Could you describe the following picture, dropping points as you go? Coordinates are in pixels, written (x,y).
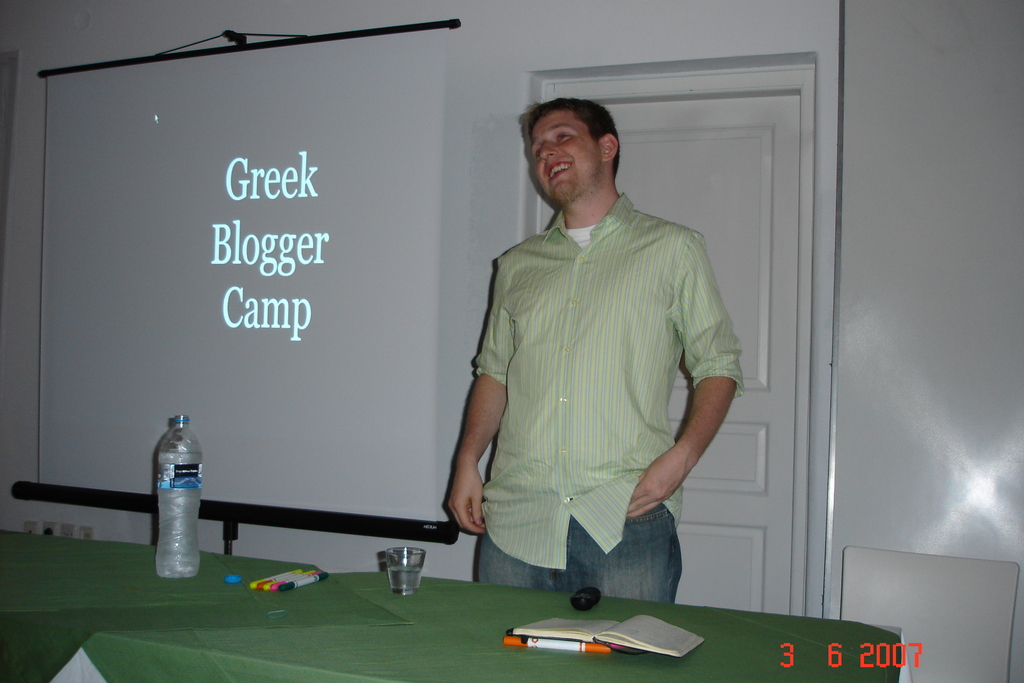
In this image we can see a man (607,242) is standing. We can see a book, water bottle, pens (286,574), an object (595,605) and glass (400,579) with liquid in it are on a table (436,662). In the background (283,483) we can see a door (729,214), screen (294,231) on the wall (373,38) and a board (917,80).
